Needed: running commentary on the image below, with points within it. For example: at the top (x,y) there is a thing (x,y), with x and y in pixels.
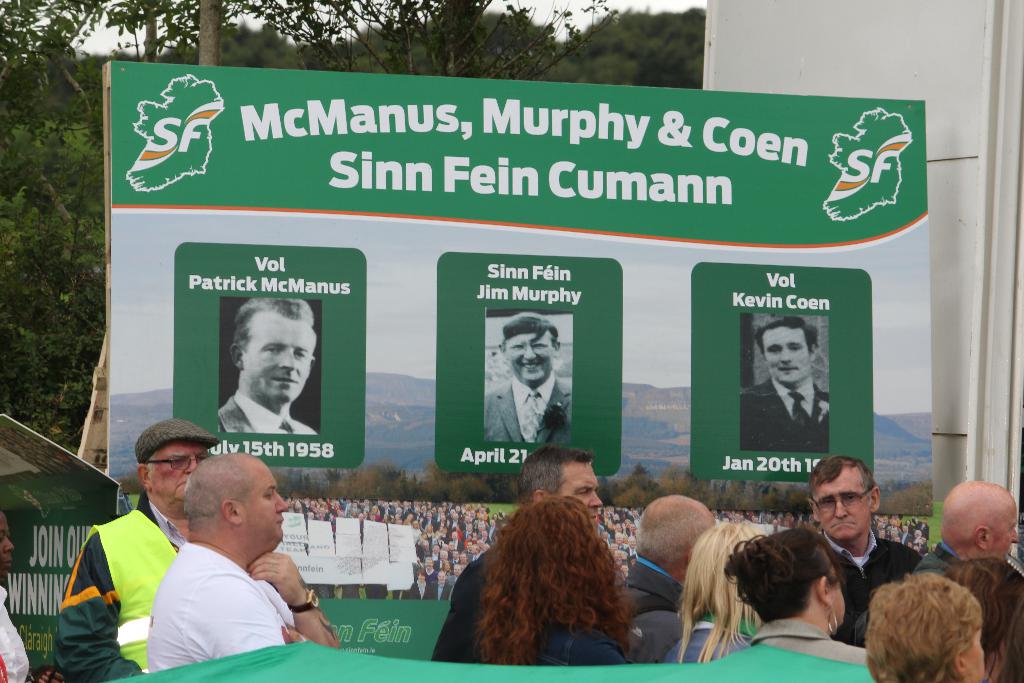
In this image I can see people (656,624). Here I can see a board (438,341). On the board (528,351) I can see pictures (524,367) of people (512,352), mountain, the sky (685,360) and something written on it. In the background (354,25) I can see trees (334,21).
